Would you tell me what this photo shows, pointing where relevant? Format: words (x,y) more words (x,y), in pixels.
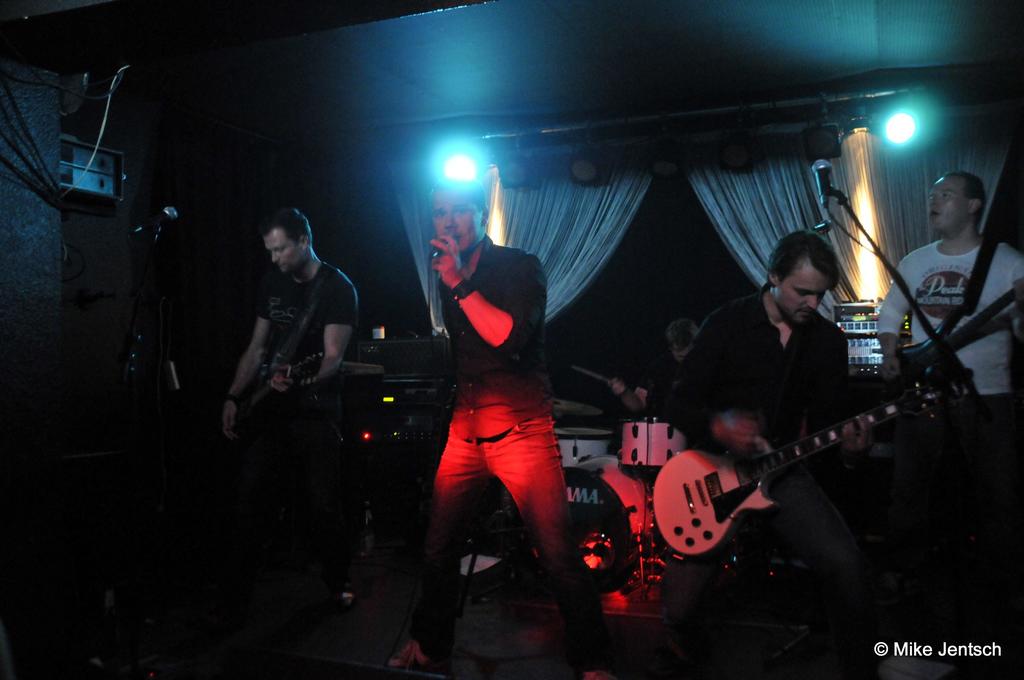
There are five persons (974,232) on a stage (735,587), on which there are musical instruments (708,506) and other devices (398,381). Four of them are playing musical instruments (666,501). One of the rest is holding a mic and singing. On the bottom right (884,646), there is a watermark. In the background (910,128), there are lights (887,134) attached to the roof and there are curtains (929,130).
